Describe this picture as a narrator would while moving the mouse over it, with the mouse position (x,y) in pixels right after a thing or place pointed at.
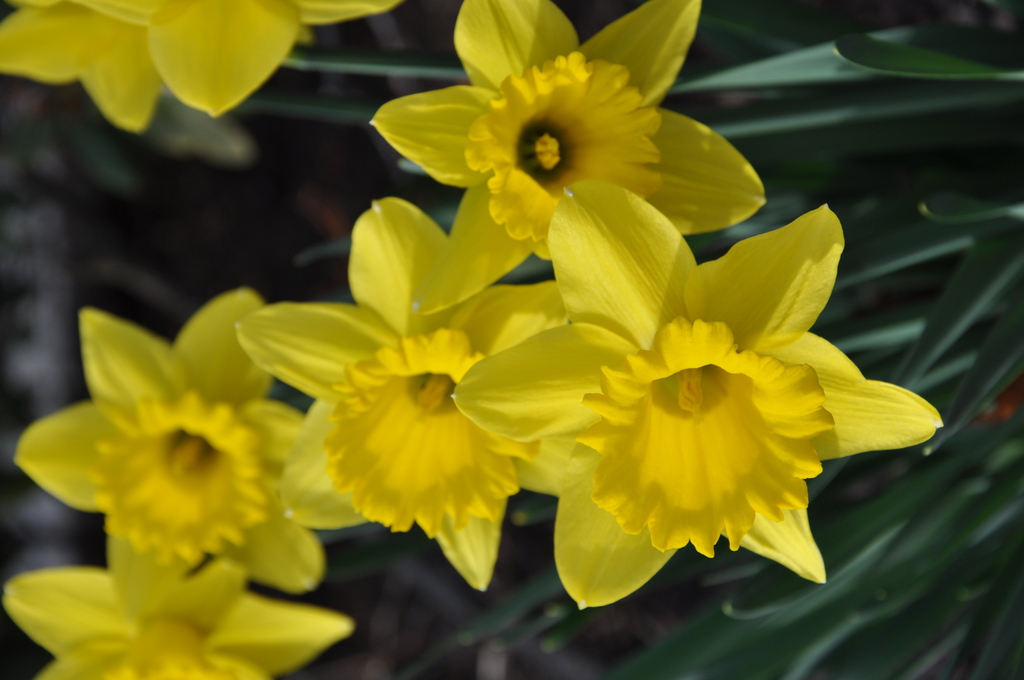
There are plants (520,326) having yellow color flowers (575,295) and green color leaves (949,561) and the background (948,576) is blurred.
